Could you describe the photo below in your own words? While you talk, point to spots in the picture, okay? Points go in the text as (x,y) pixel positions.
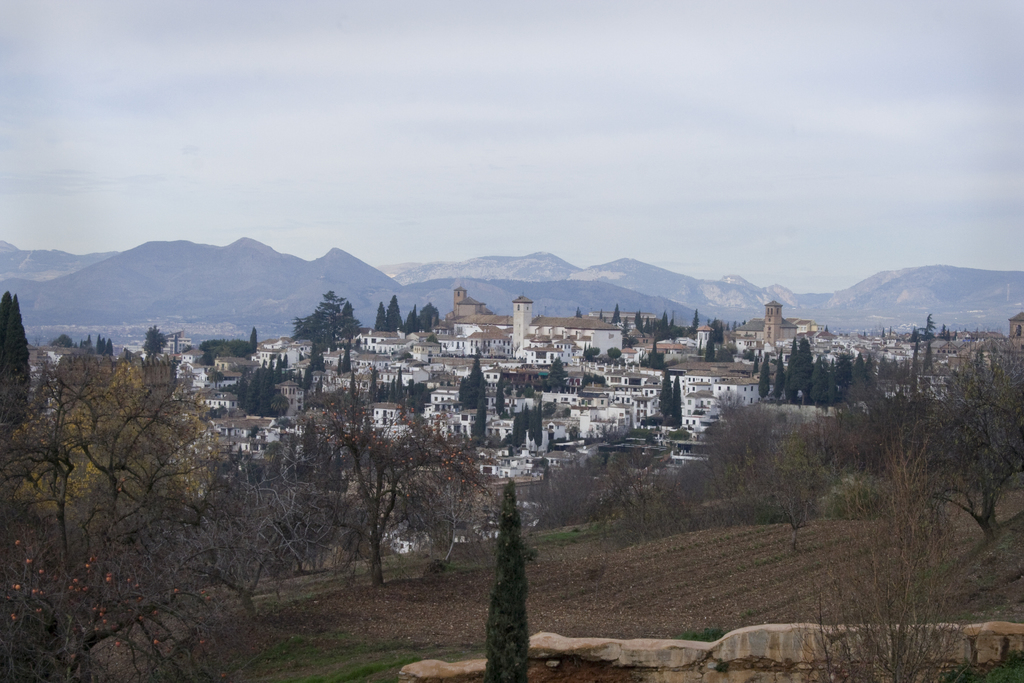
In this image we can see some trees (486,427), buildings (627,379) and in the background of the image (493,292) there are some mountains (542,289) and cloudy sky (451,131).
